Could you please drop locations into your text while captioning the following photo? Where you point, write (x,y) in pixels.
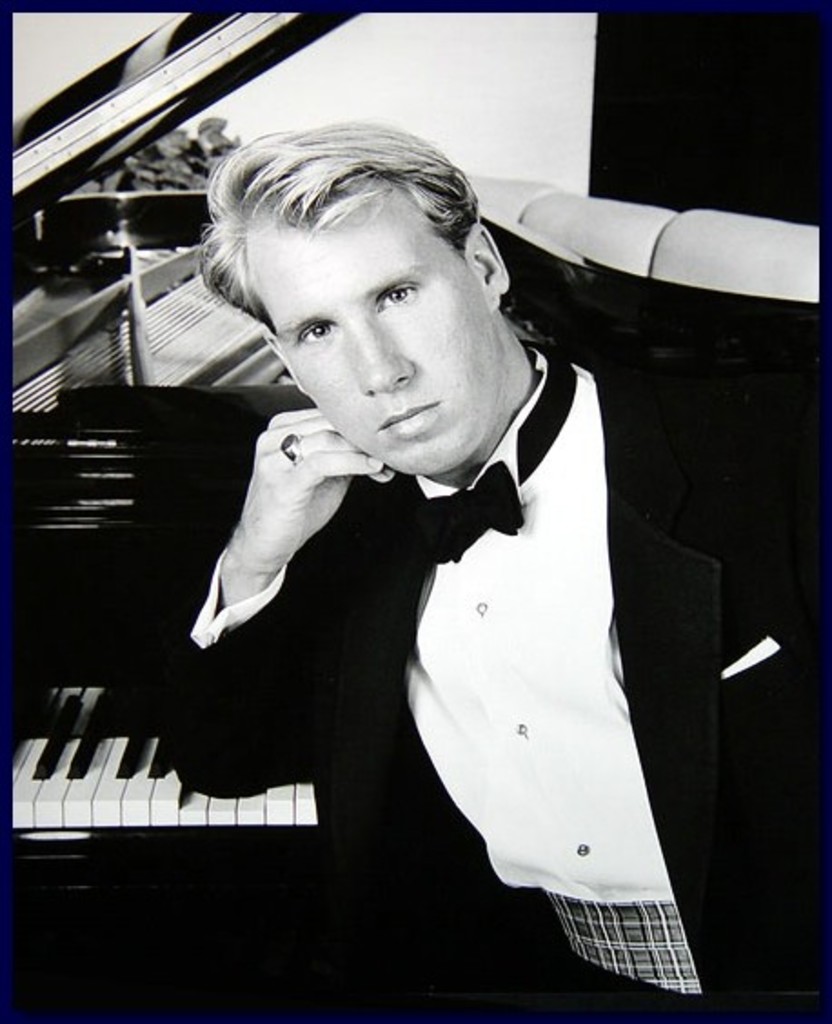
In this picture, we can see a black and white picture where we can see a person (291,315) sitting and resting his hands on a musical instrument (130,542) and we can see the wall (557,80) and we can see some objects (565,227) on the top left corner (153,217) and at the right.
